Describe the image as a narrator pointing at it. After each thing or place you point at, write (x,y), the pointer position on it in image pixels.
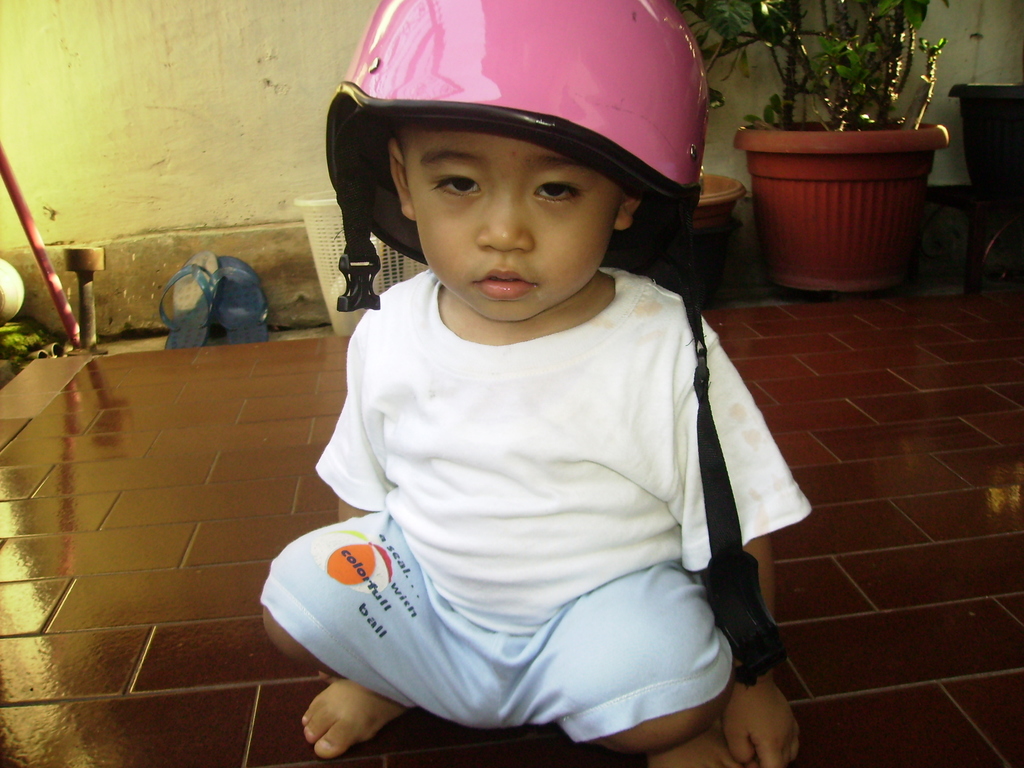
In the foreground of this image (620,526), there is a boy (606,653) squatting on the floor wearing a pink helmet (513,30) on his head (586,60). In the background (891,184), there are flower pots (785,228), a white basket (325,245), slippers (250,312), a dumbbell like an object (93,278), a red stick (5,158) and the wall (116,44).
